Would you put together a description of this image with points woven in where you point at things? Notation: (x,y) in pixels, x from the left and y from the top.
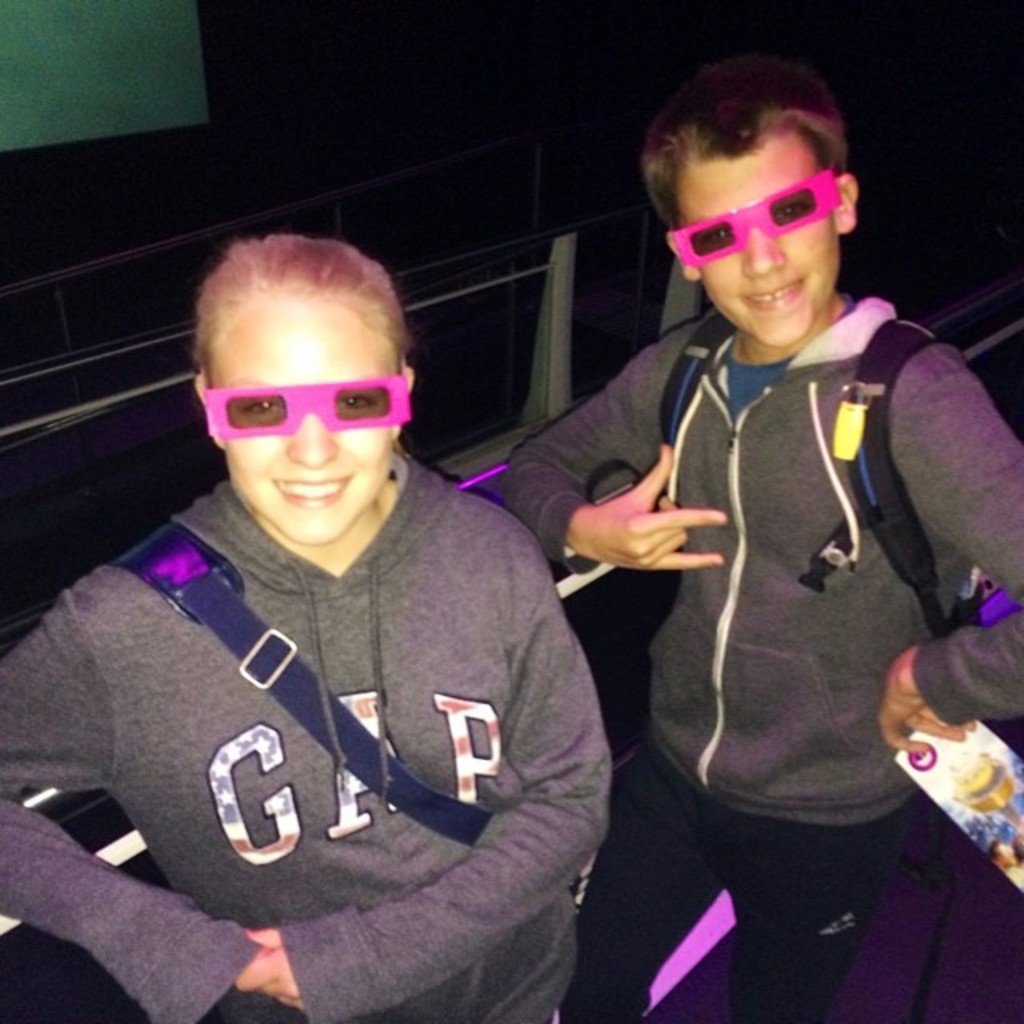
In this image there are two persons (512,639) standing with a smile on their face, one of them is holding an object (992,746) in his hand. The background (1005,726) is dark and there are few objects (164,251) which is not clear.
